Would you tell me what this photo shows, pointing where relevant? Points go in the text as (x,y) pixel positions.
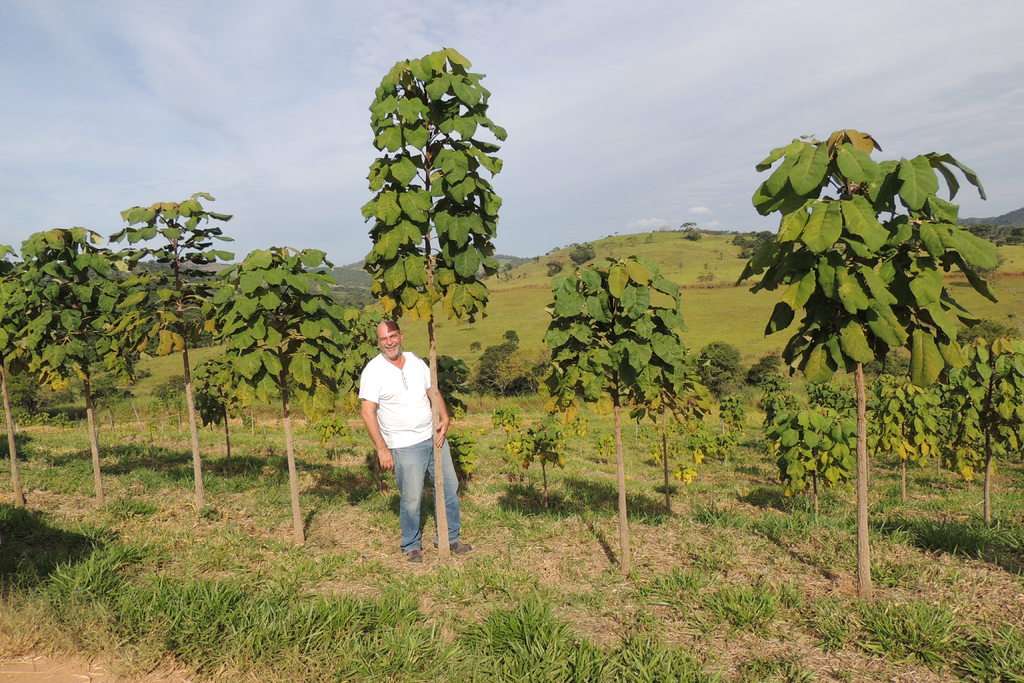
In the middle (553,262) I can see a person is standing on the grass (541,571), trees (661,379), mountains (666,264) and the sky (803,43). This image is taken may be in a farm (313,342).
